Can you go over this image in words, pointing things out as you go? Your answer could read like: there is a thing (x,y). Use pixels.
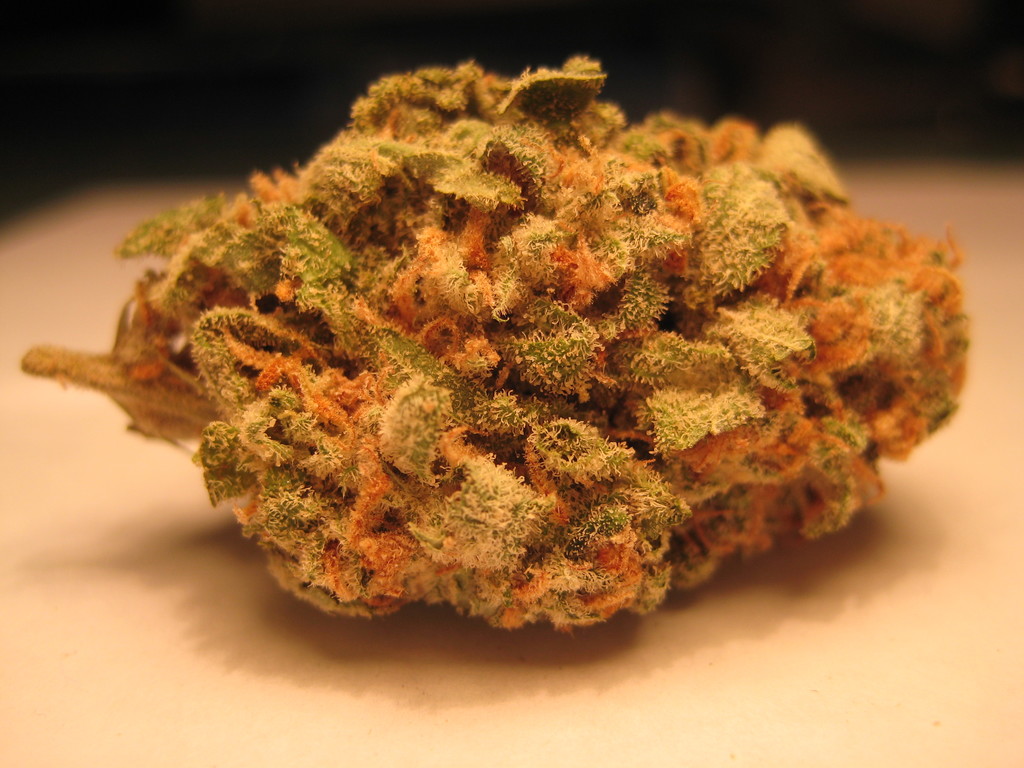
In the picture we can see some different thing (346,368) which is in green, red and brown in color.
